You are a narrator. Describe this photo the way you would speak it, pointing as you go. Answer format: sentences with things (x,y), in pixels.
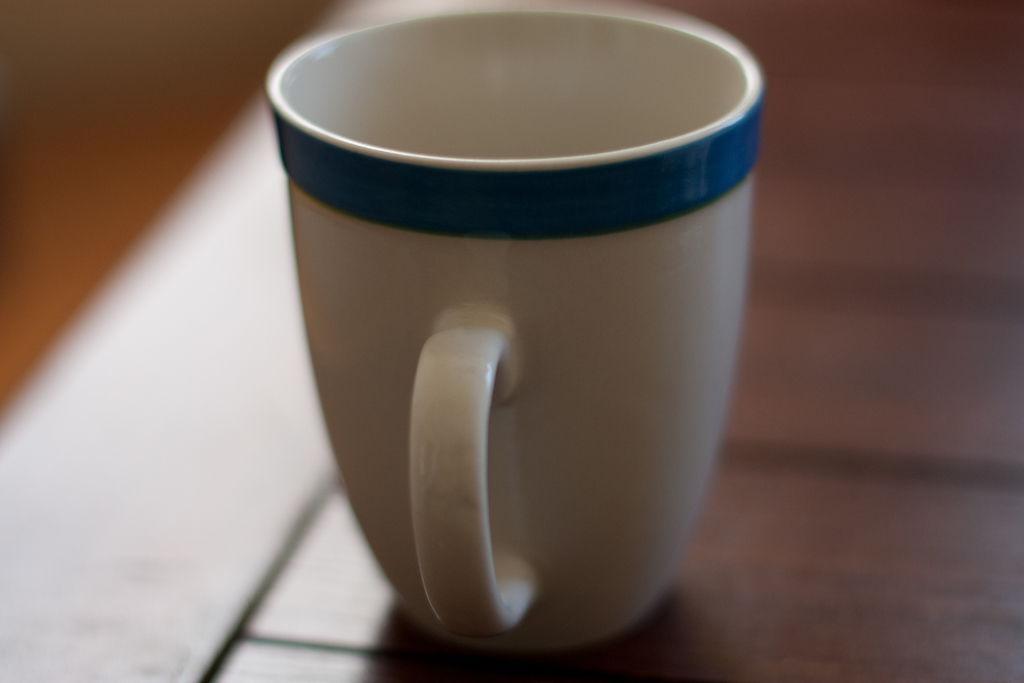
Here there is white and blue color cup (622,333) on this wooden object (827,390).
